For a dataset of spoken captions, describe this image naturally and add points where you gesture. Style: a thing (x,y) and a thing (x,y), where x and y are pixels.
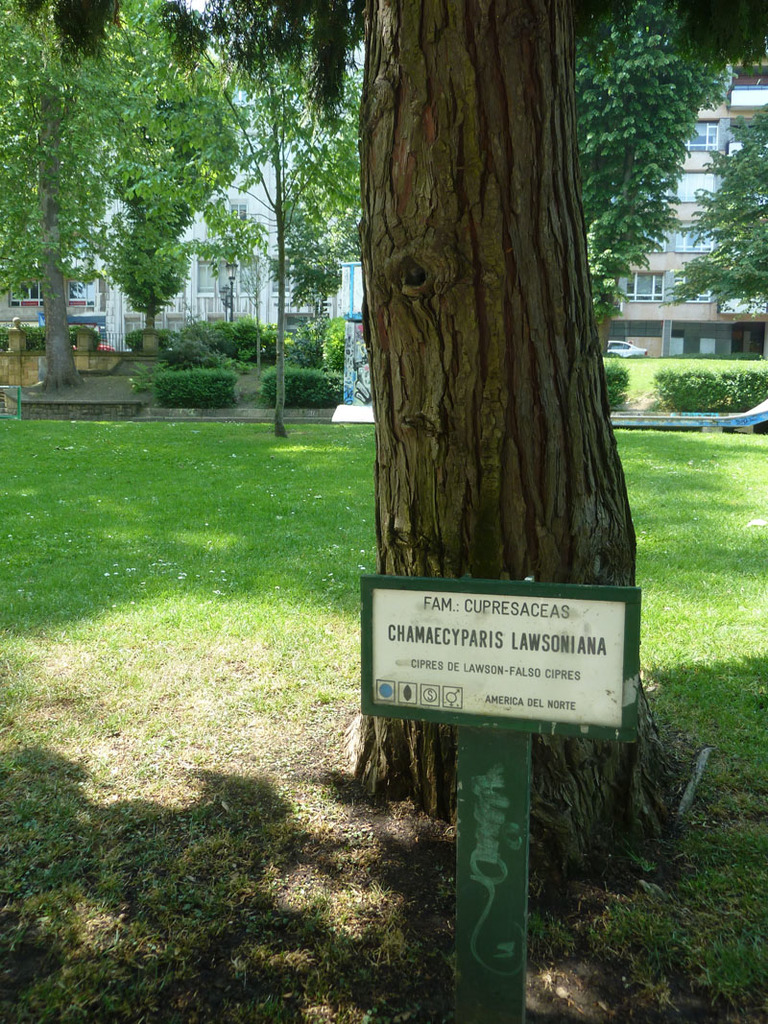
In this image we can see a board (491,629), grassland (710,669), trees (595,302), light poles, a car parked here and the buildings (704,300) in the background (686,325).
